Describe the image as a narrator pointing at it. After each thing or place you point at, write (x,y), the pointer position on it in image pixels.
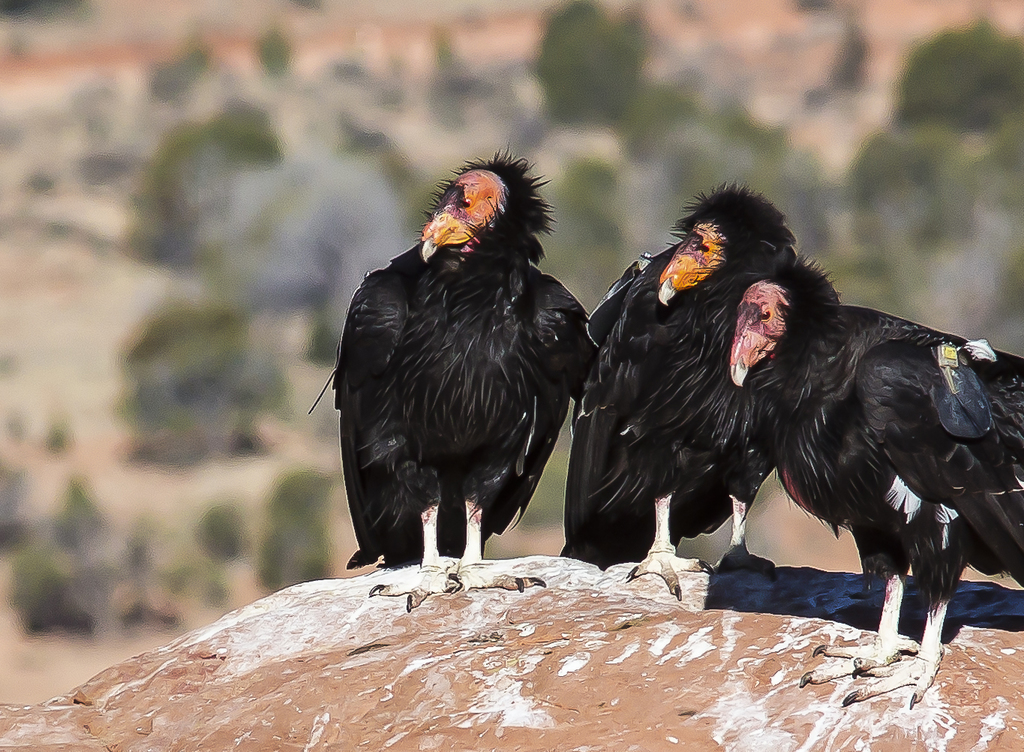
In this image in the front (708,411) there are birds (511,444) and the background (843,75) is blurry.
